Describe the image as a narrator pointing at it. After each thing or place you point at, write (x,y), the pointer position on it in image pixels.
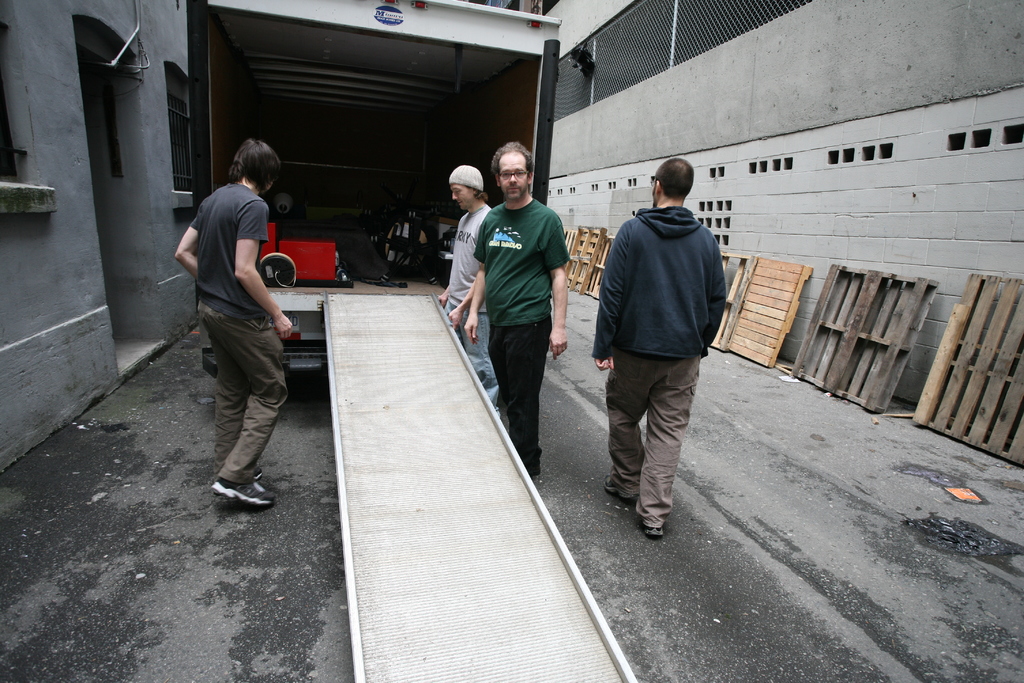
In the center of the image (649,325) we can see four people (483,307) are standing. And we can see one vehicle (426,291) and one inclined plane (450,394). Inside the vehicle (423,277), we can see some objects (364,248). In the background (732,46), we can see buildings (719,86) and a few wooden objects (843,338).
